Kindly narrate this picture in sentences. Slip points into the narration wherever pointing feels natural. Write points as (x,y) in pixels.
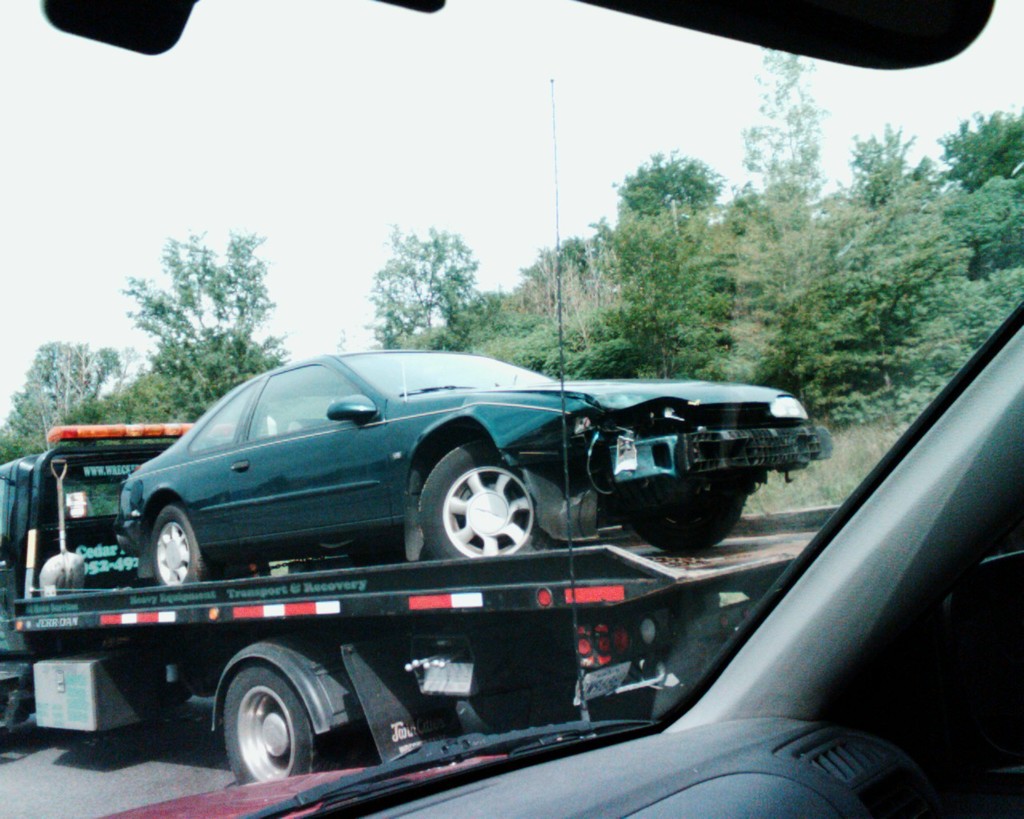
In this picture in the front (611,747) there is an object (671,773) which is black in colour and there is a wiper (423,754) and behind the wiper (373,775) there is a car (483,544) and there are trees (563,292).
